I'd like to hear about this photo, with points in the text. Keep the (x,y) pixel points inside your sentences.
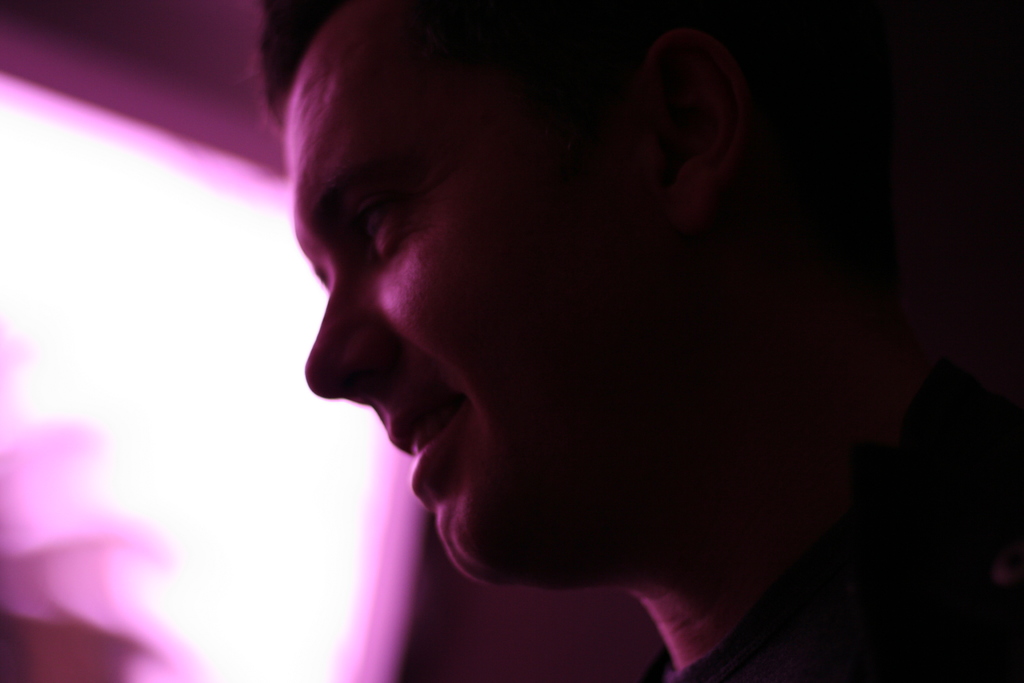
In this picture we can see a person's face (642,334) in the front (553,359), there is a blurry background (223,245).
